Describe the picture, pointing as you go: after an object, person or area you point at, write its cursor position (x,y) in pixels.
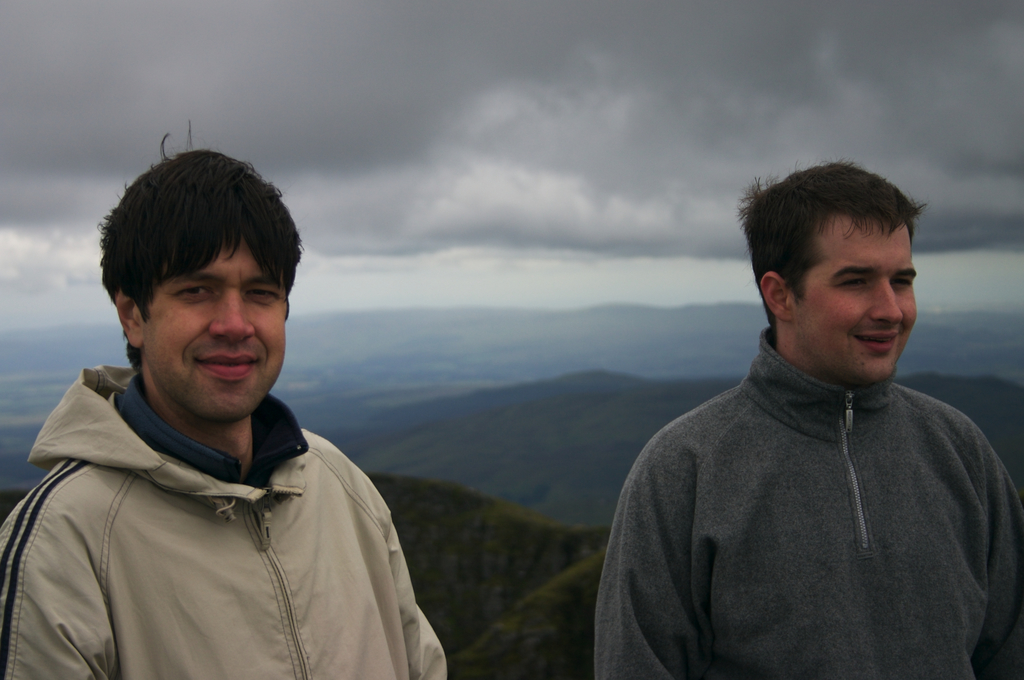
In this image we can see two persons (217,349) are standing with a smiley face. In the background (293,384) there are mountains (614,492) and a grass (544,600). And at the top (805,121) there is a sky (460,146).
